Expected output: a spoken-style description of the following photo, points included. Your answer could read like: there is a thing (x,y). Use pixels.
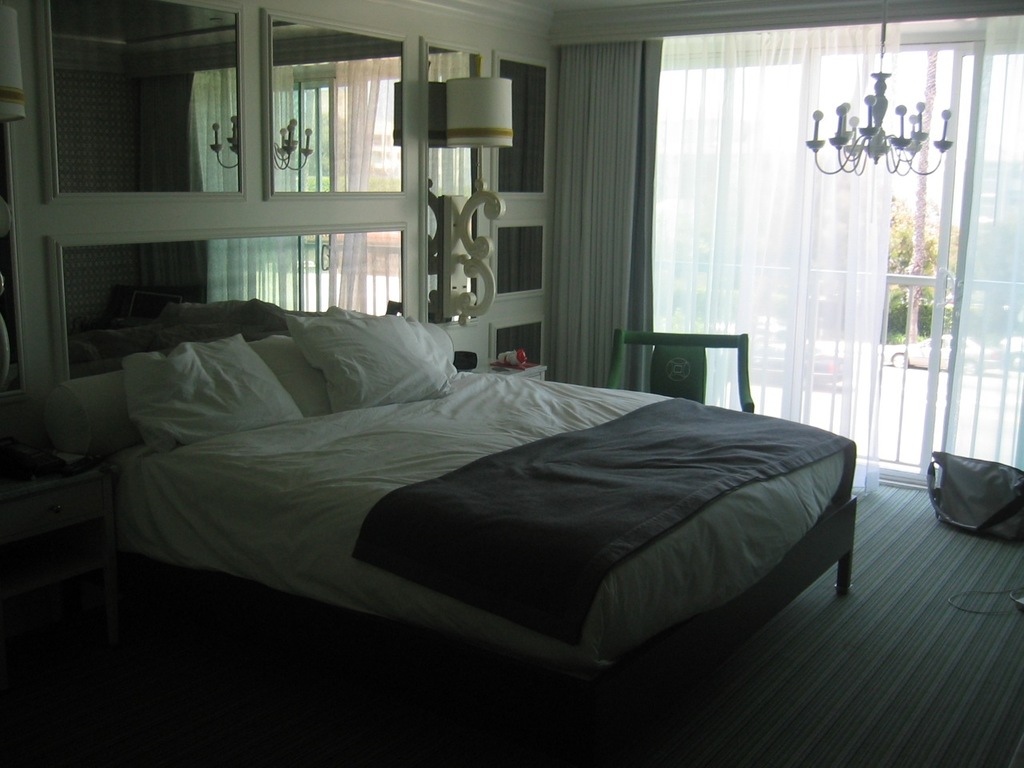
This picture is clicked inside the room (644,350), in the room (42,321) there is a cot (564,755), on which there is a bed (292,390), bed sheet (451,459), pillows (321,406) and lamp (478,123), chandelier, bag (985,477), chair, window (914,410), through window (908,325) I can see trees (897,308), vehicles (916,350), pole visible on the road (911,425).
